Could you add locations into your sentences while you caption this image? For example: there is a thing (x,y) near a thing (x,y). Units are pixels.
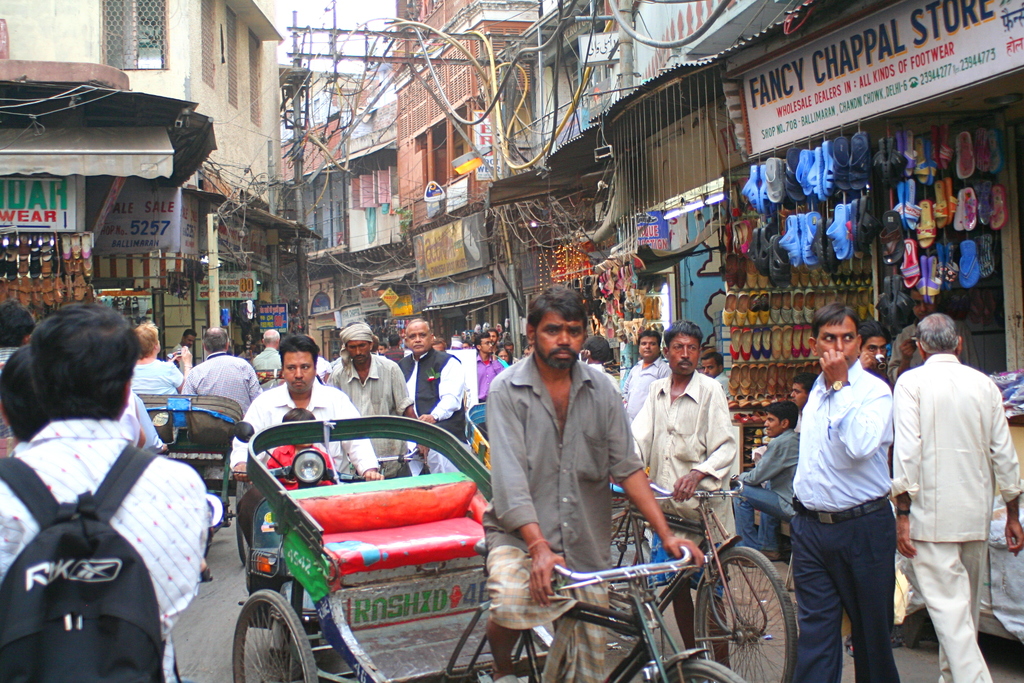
In this image I see number of people (487,345) in which I see this man (489,400) is on the cycle (388,485) and this man (341,416) is on the scooter (259,488) and I see 2 more cycles (753,582) over here and I see the buildings (185,20) and I can also shops (998,312) in which there are footwear (790,280) and I see the boards (459,263) on which there are words (132,212) and numbers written and I see the pipes (399,23) on the iron rods (458,125) and I see the sky (301,28).
